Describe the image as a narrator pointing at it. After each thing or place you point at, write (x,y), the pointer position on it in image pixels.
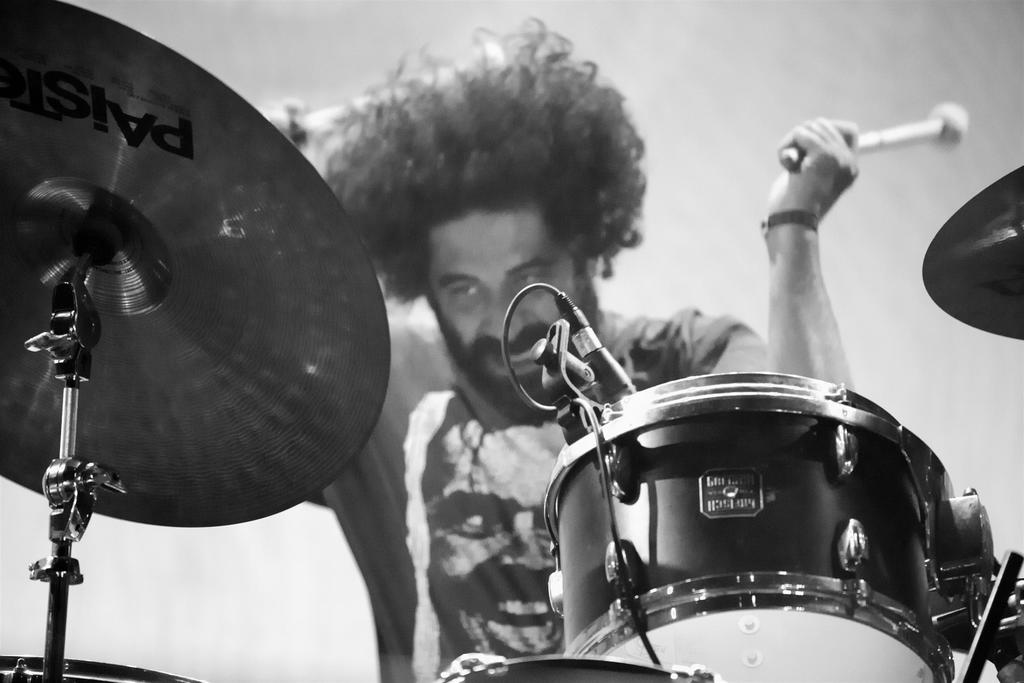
This image is in black and white where we can see drums (891,640). In the background (792,293), we can see a person (531,338) wearing t-shirt (536,479) is holding sticks (917,125) in his hand (800,138).
